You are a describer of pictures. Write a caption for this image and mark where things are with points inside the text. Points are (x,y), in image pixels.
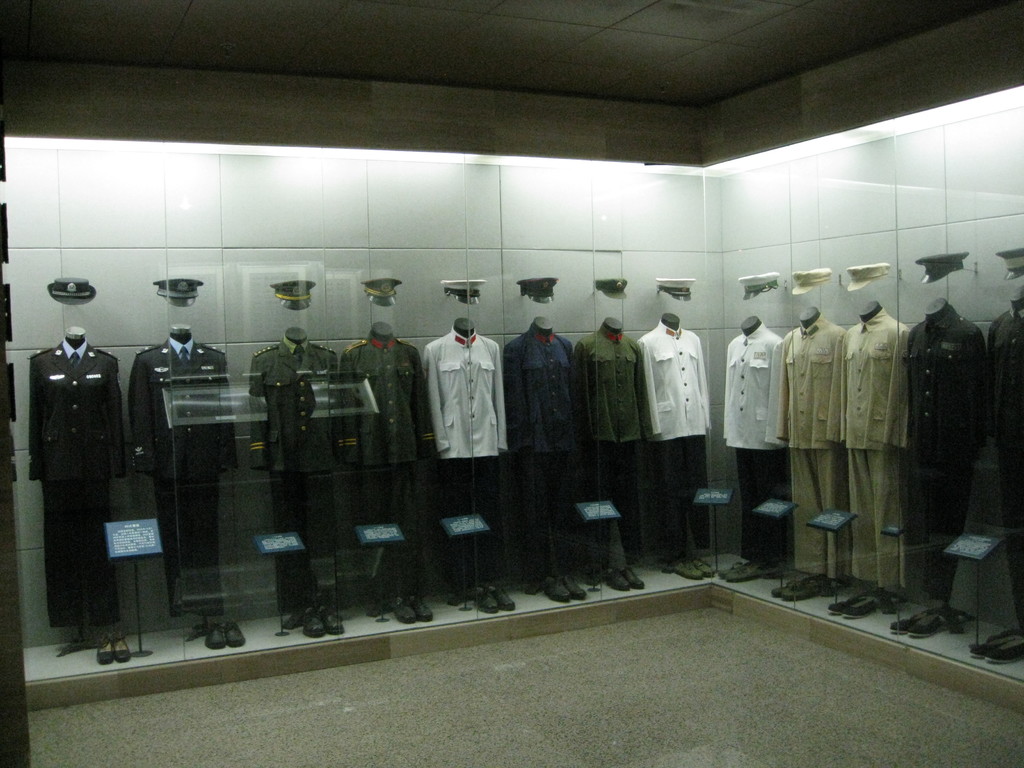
In this picture, we see mannequins (85,518) are in the uniform (544,481). These uniforms (195,466) are in black, green, blue, white and cream color. In front of that, we see boards (133,537) in blue color with some text (816,518) written on it. Behind that, we see a wall (440,203) in white color which is made up of tiles (724,251). This picture might be clicked in the museum (514,508).
